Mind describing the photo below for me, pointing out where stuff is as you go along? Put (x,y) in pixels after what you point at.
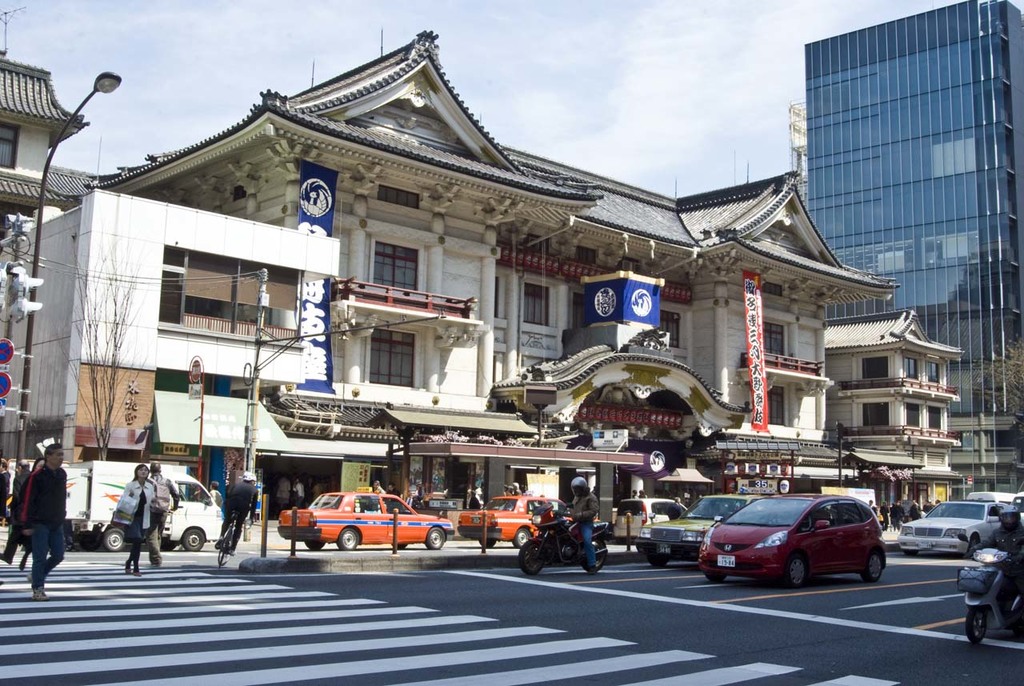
In this picture we can see vehicles (447,530) and some people (61,482) walking on the road (241,551), banners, buildings (946,170) with windows (999,205), signboards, trees (83,397), poles (24,360) and in the background (106,162) we can see the sky (494,87) with clouds (176,114).
